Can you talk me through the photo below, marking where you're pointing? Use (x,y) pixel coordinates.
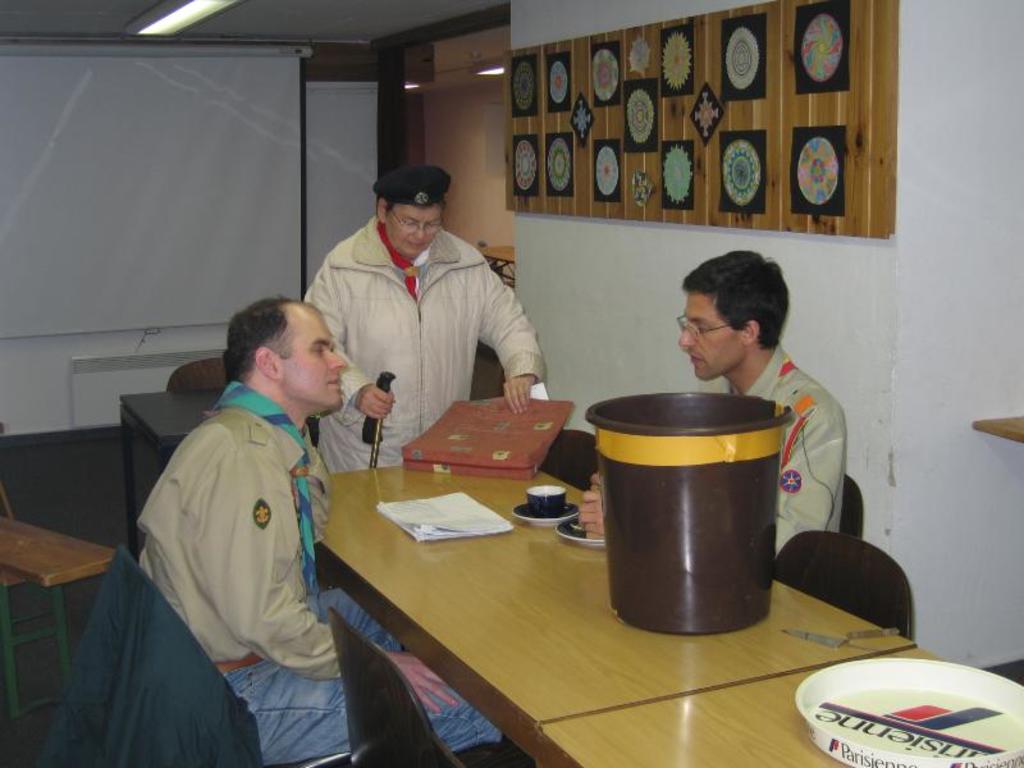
This is the picture inside the room (522,566). There are two persons (256,441) sitting and there is a person (415,334) standing behind the table (406,500). At the back (173,104) there is a screen (135,174) and the right there is a chair (855,578), at the top (185,13) there are lights (164,23). There is a cup (541,513), paper (441,511) on the table (490,602).
